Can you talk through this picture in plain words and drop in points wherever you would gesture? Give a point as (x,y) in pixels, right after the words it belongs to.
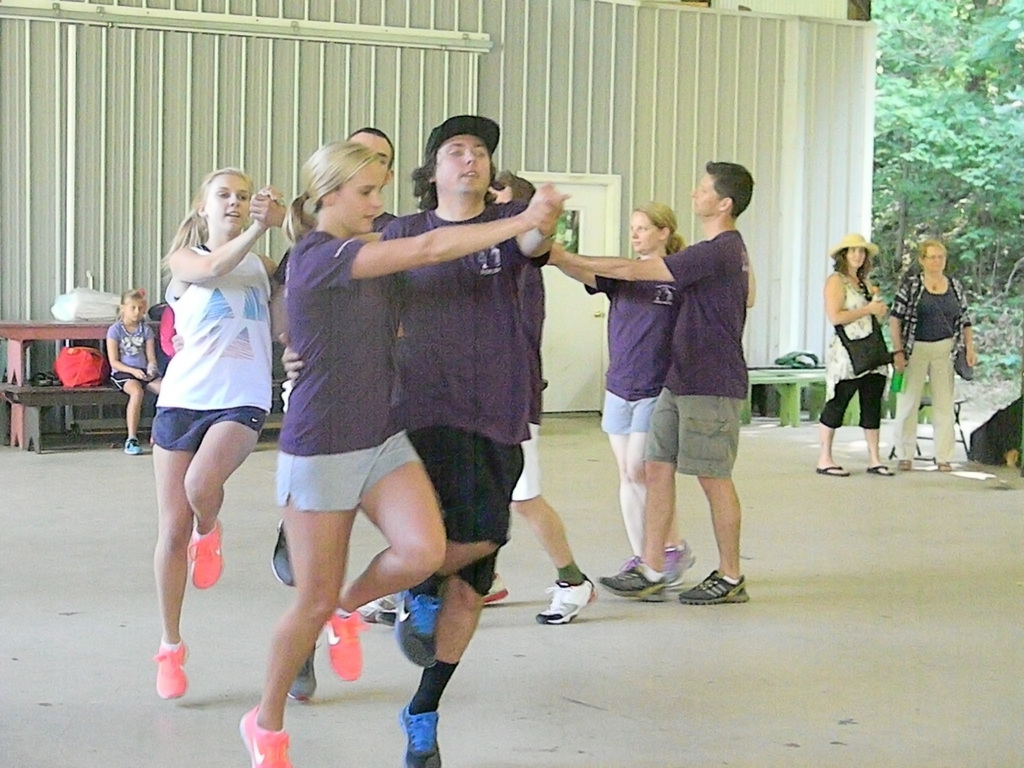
This image is taken indoors. At the bottom of the image (784,631) there is a floor (226,612). In the background (587,96) there is a wall (54,155) and there are a few benches (48,386). A kid (119,366) is sitting on the bench (89,391) and there are a few things (97,295) on the bench (77,387). There is a door (591,191). On the right side of the image (921,207) there are a few trees (920,166) and plants (953,248) on the ground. Two women (929,292) are standing on the floor (947,494) and there is an empty chair (962,431). In the middle of the image (353,334) a few people (401,538) are dancing on the floor (228,637).
